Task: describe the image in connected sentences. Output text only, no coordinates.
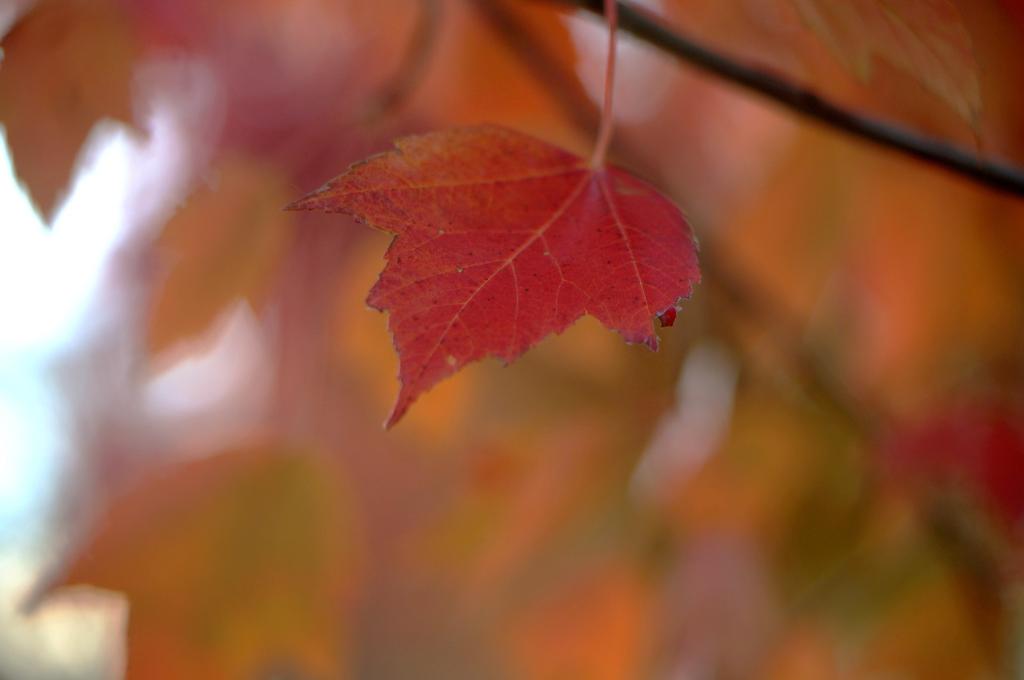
In the image we can see a leaf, Behind the leaf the image is blur.
